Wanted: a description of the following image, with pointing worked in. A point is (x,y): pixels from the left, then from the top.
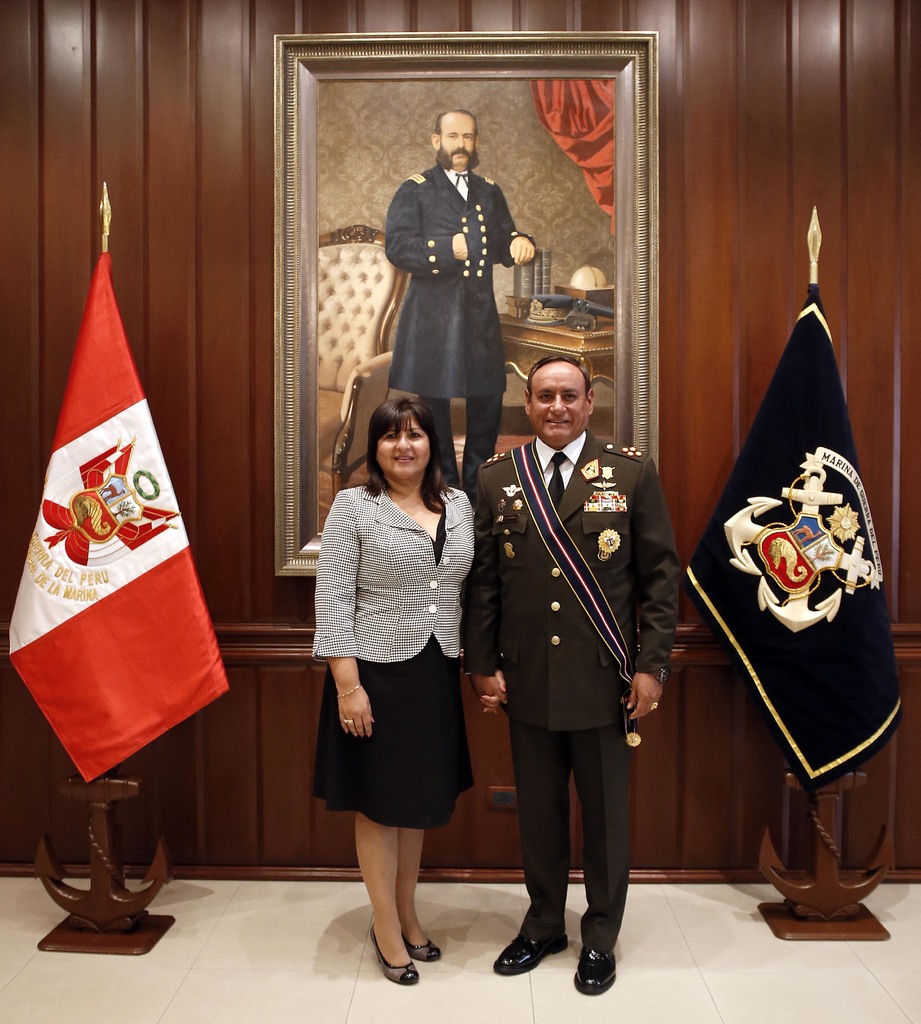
In the center of the image (479,608) there is a person (639,501) wearing a uniform (588,515) with badges (604,532). Beside him there is a lady (334,619). In the background of the image (344,0) there is a wooden wall (198,121). There is a photo frame (543,261). There are flags (782,515) to the both sides of the image. At the bottom of the image (153,992) there is floor (327,978).
